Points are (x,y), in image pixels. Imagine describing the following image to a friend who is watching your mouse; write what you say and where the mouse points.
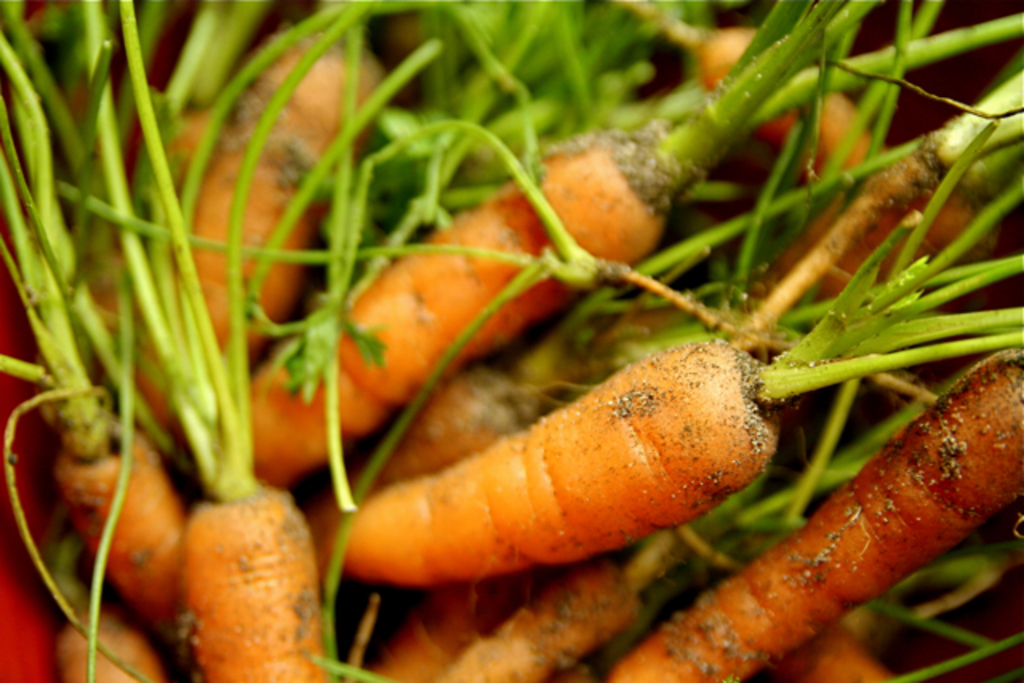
In this image I can see carrot plants (459,373) in a red container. This image is taken may be during a day.
